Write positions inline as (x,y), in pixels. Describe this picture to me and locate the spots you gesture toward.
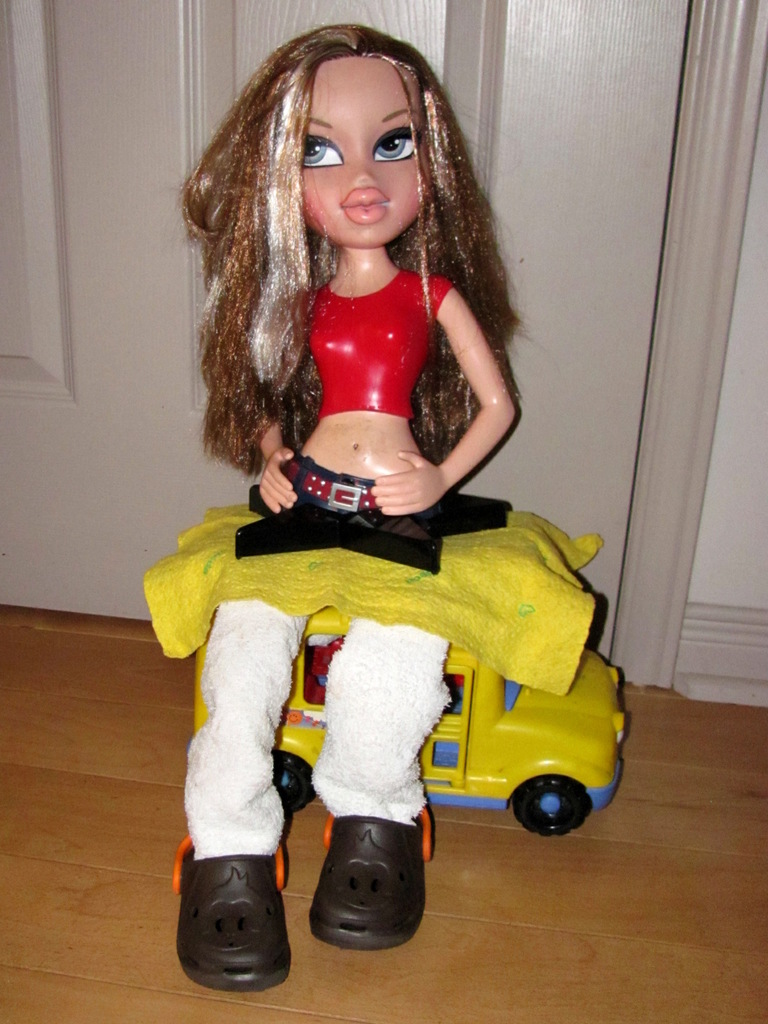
In this image there is a doll (376,310) and there is a toy car (502,729). In the background (134,163) there is a door (596,275) and there is a wall (714,447).
